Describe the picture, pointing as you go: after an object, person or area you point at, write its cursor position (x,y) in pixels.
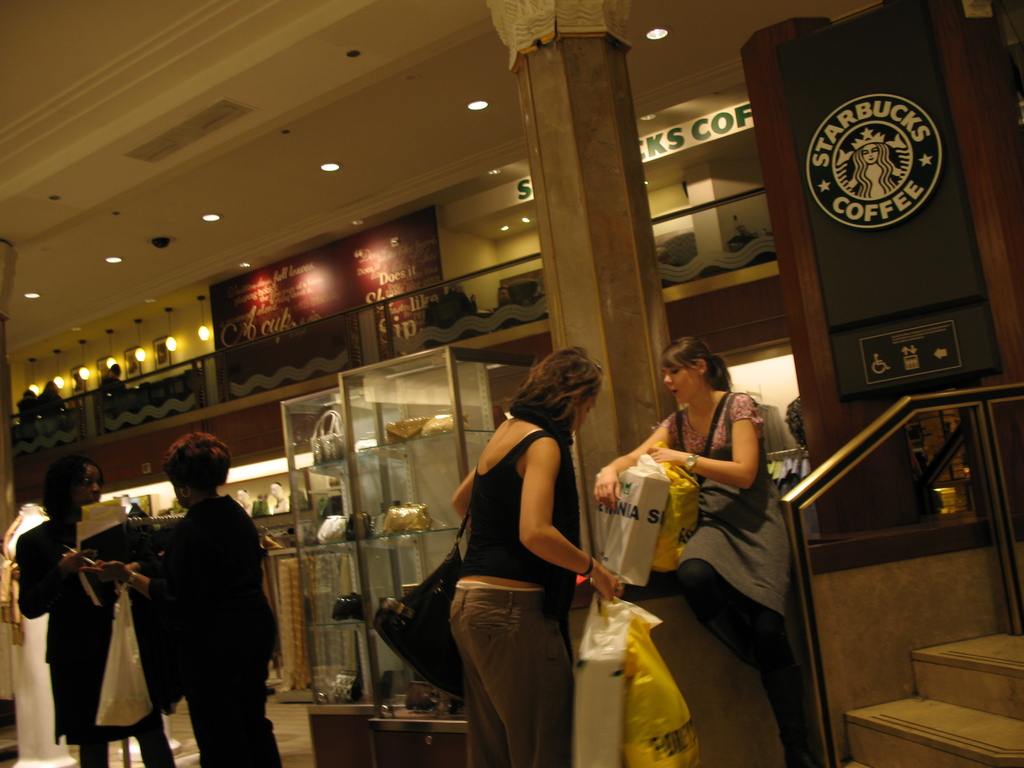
In this picture we can see a group of people (198,470) are standing and a woman (692,558) is sitting. Behind the people (512,539) there are some items (328,441) and a pillar (587,67). There are ceiling lights (481,106) on the top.
